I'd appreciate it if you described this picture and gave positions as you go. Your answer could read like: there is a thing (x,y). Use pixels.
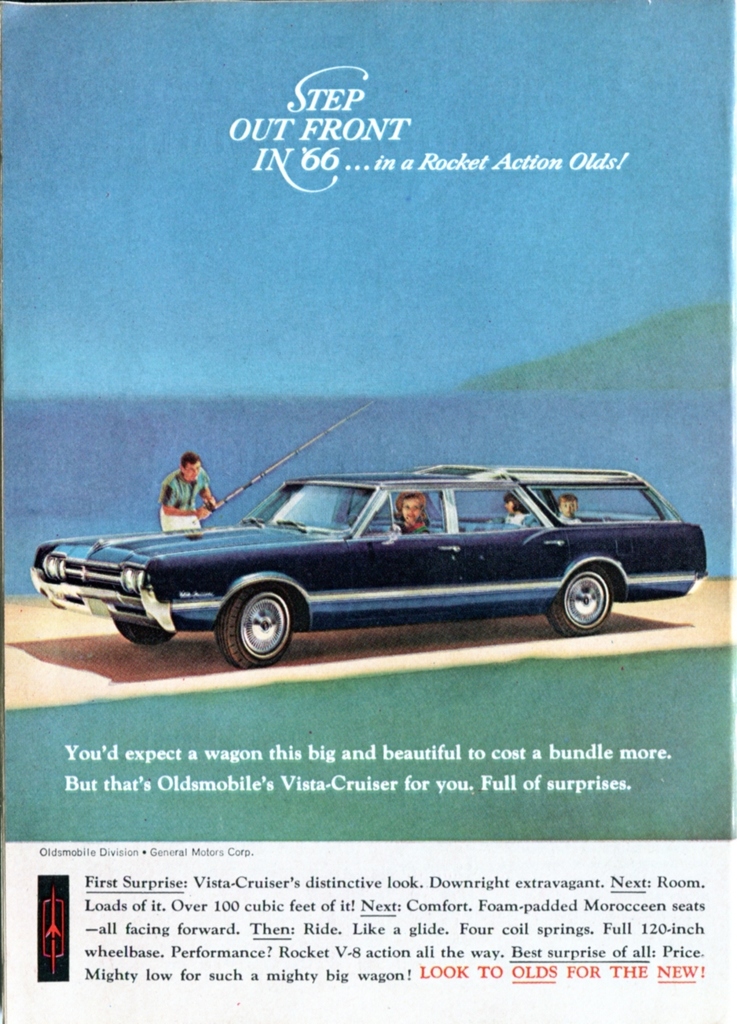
In this image we can see a paper (413,607). In the paper (408,549) there are the pictures (340,434) of sky (655,305), hills (606,365), water (256,447), person (170,509) standing on the road (124,650) and holding fishing rod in the hands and persons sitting in the motor vehicle (340,497). At the bottom of the paper (346,778) we can see the text (676,927).
